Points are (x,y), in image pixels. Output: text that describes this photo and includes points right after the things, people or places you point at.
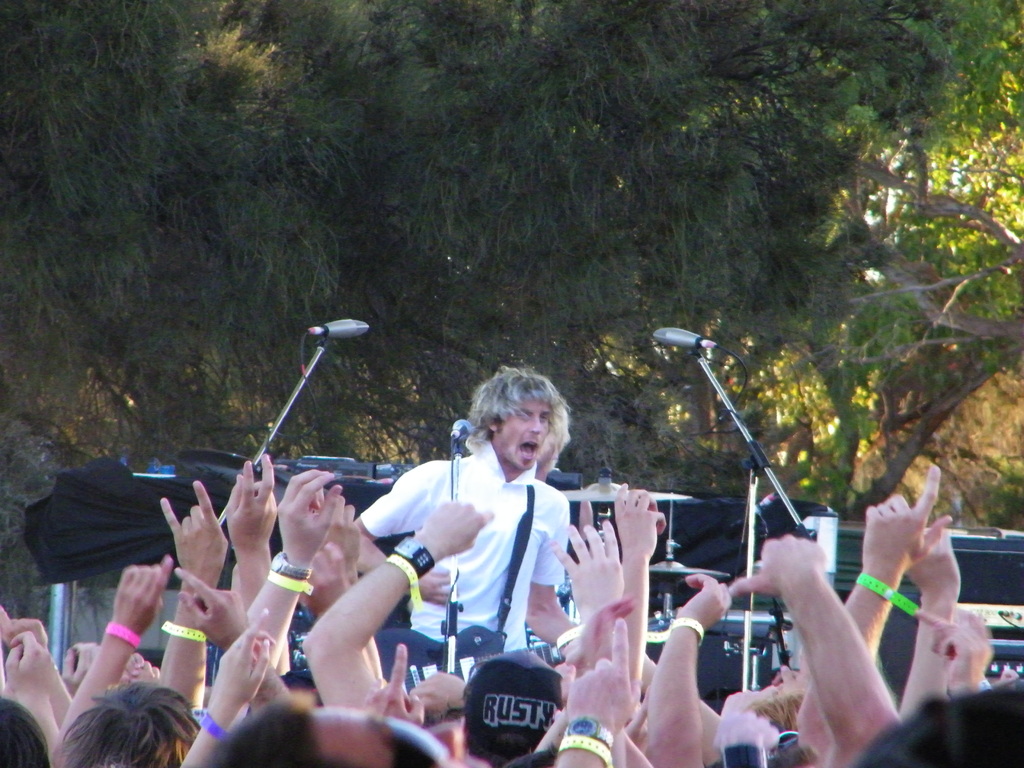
In this image we can see many people (386,614). Some are wearing wrist bands (294,581) and some are wearing watches (421,548). In the back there are mic stands (324,346) with mics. Also there is a person (548,515). In the background (713,300) there are trees (713,300).
